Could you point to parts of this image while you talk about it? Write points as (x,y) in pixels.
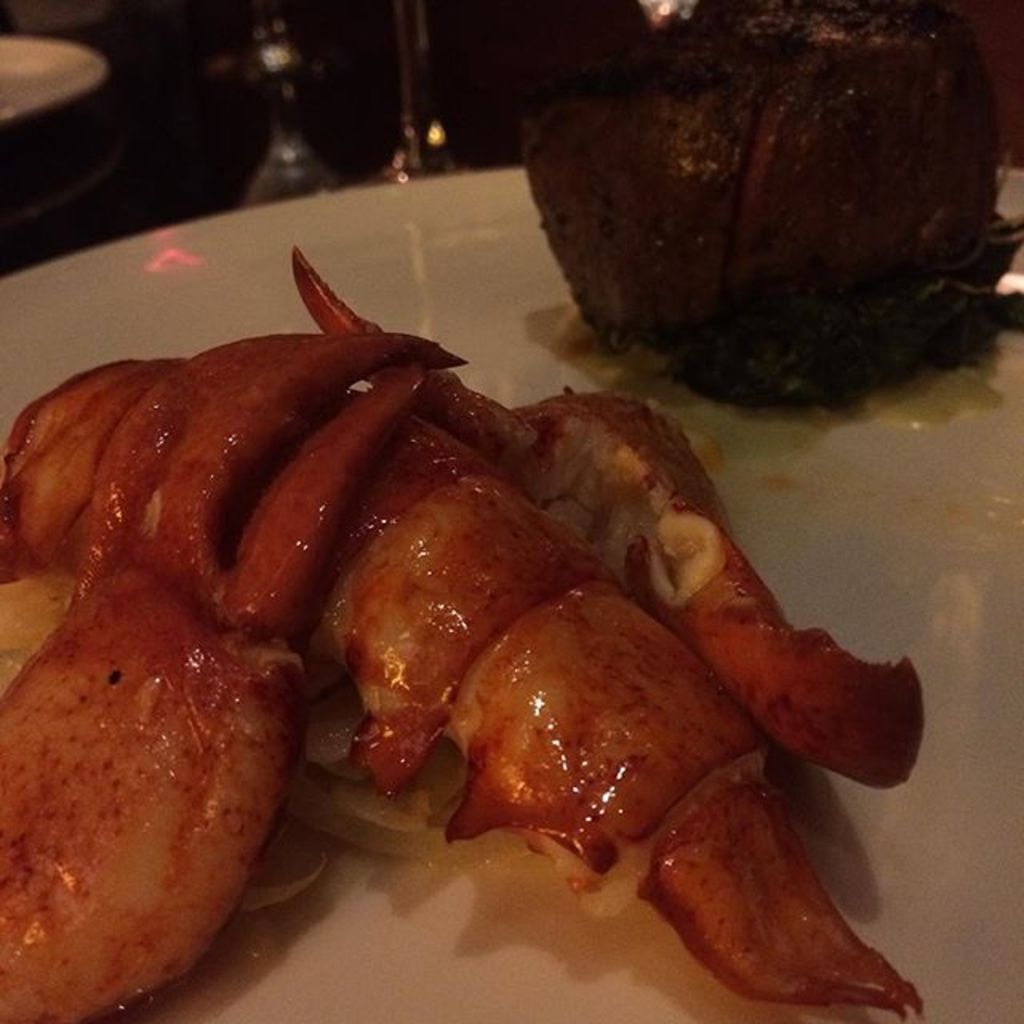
This image consists of a plate (741,500). It is in white color. On that there are some eatables (512,638).
